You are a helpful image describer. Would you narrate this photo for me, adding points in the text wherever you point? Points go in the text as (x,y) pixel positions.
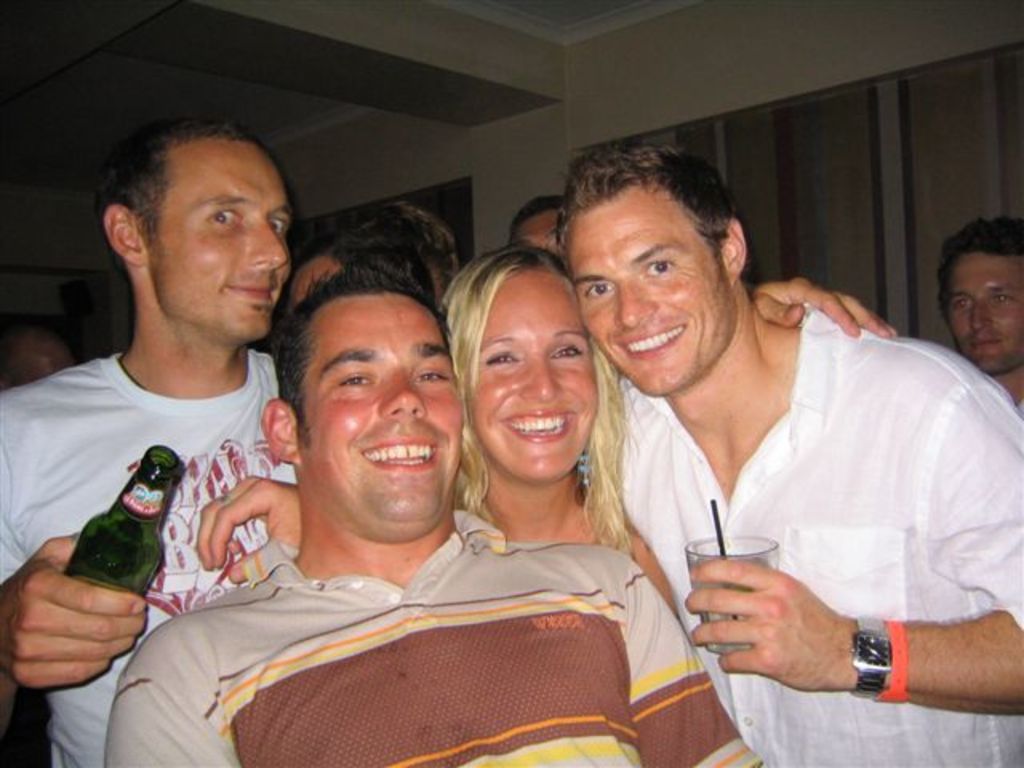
In this picture there are group of people (59,489) standing and smiling and there is a person (849,697) holding the glass (701,608) and there is a person (171,562) holding the bottle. At the back (890,271) there might be boards (912,187) on the wall (576,146).
